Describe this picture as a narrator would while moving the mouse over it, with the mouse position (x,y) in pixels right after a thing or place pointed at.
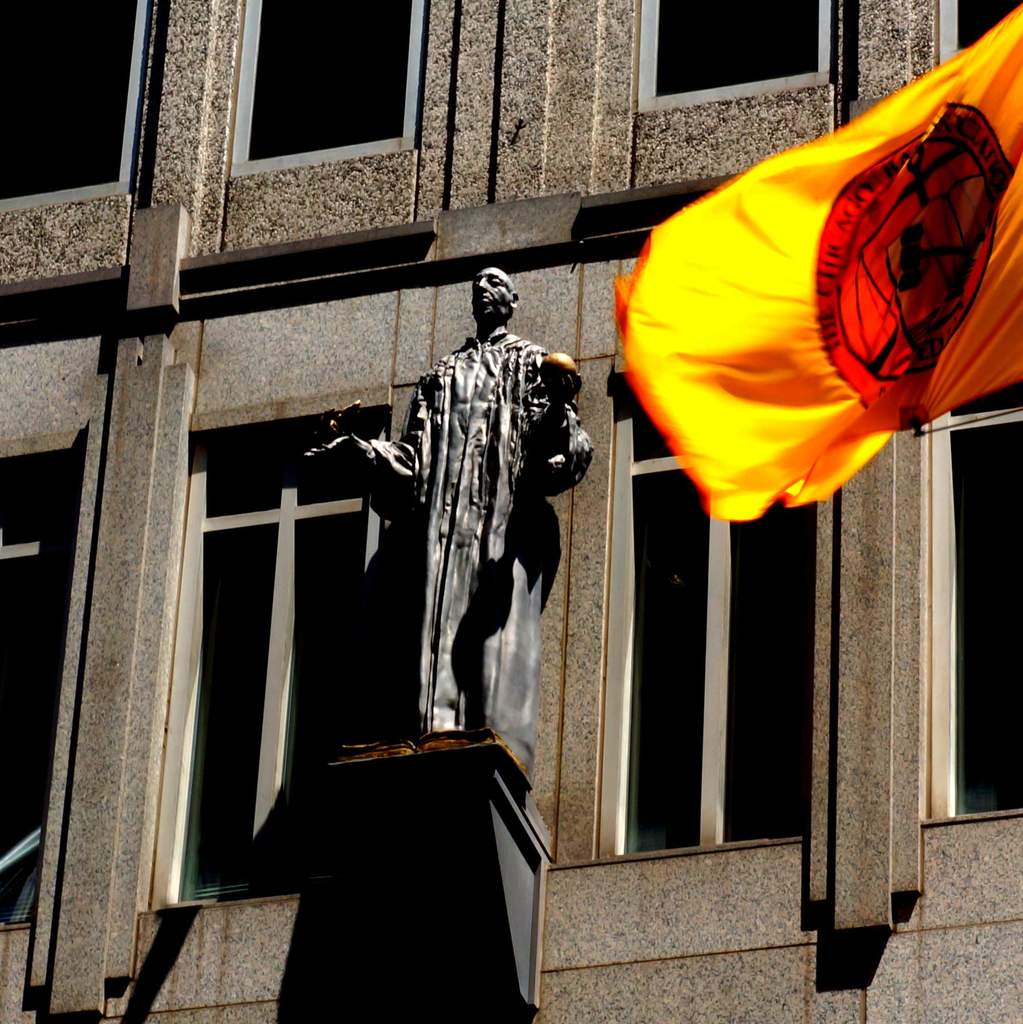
In this image there is a statue (449,599) as we can see in middle of this image (499,587) and there is a building (173,536) in the background (324,212). There is one flag (864,304) on the top right side of this image (866,298).
